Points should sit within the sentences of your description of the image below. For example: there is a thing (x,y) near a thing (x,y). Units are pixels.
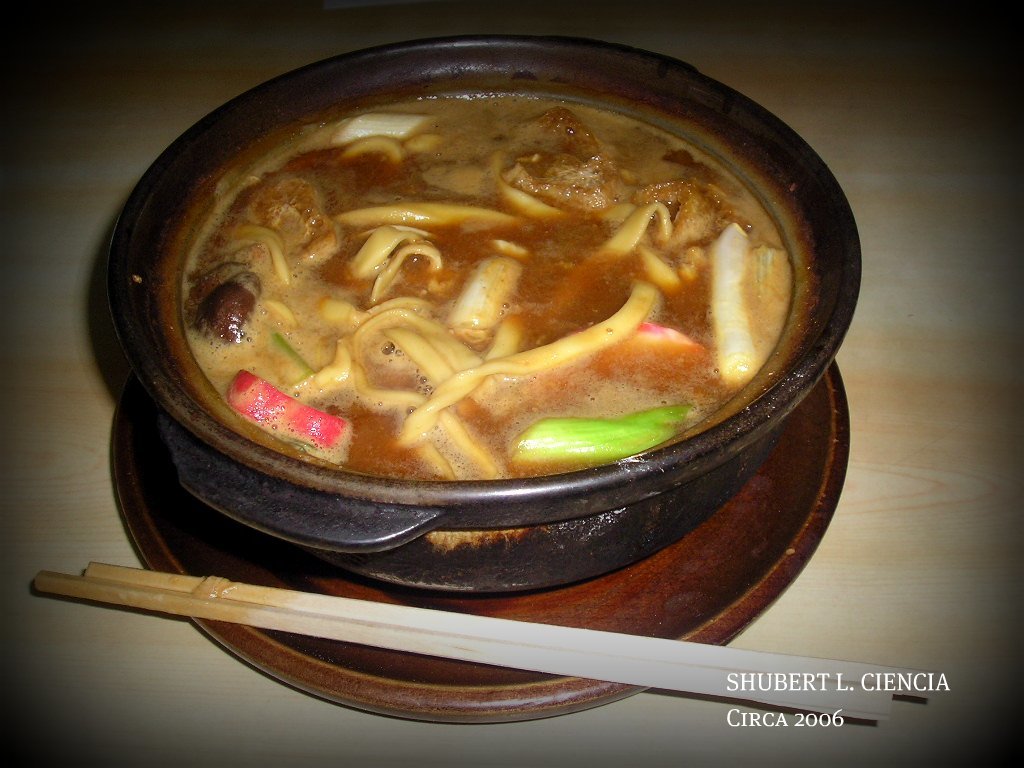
On this surface (50,471) we can see a plate (789,506), bowl (186,458), chopsticks (587,657) and food (534,259). Right side (785,678) bottom of the image (785,692) there is a watermark (757,717).
